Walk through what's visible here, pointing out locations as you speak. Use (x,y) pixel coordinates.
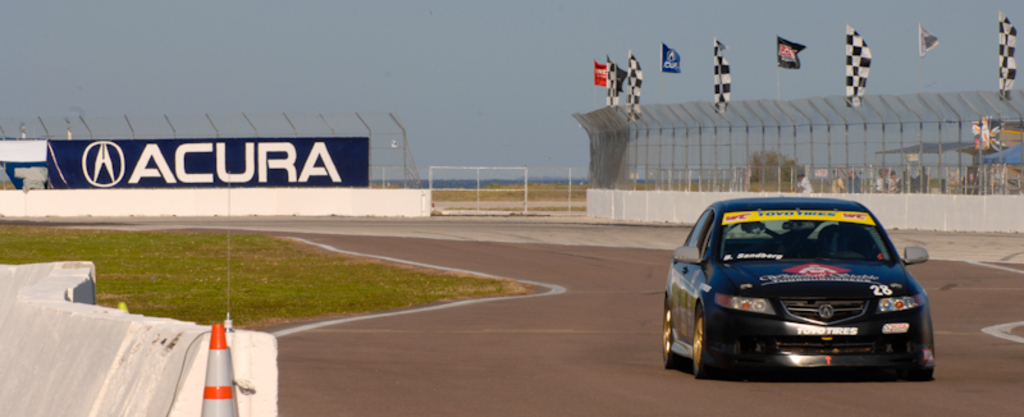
In this picture we can see a car (680,263) on the road (561,346), grass (255,292), traffic cone (230,391), fences (590,178), posters (149,152), flags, some objects (136,321) and in the background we can see a group of people (799,183), tree (761,161) and the sky (428,85).
